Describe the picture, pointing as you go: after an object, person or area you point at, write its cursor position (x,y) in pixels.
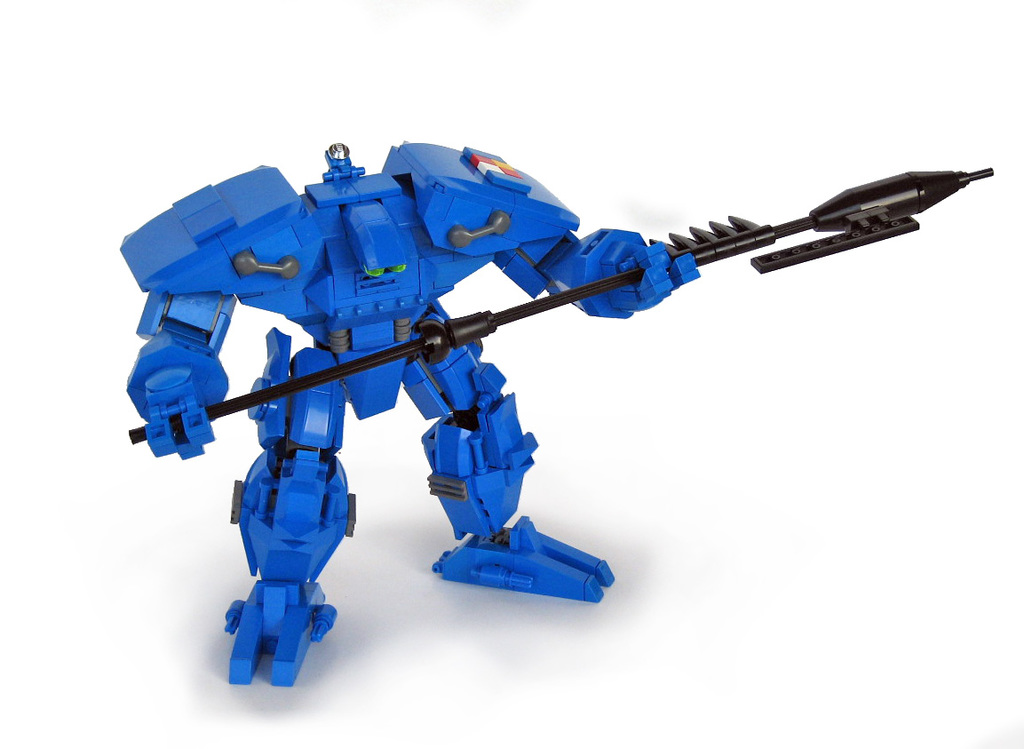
In this picture we can see a blue colored Robot toy (201,329) holding a spear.
